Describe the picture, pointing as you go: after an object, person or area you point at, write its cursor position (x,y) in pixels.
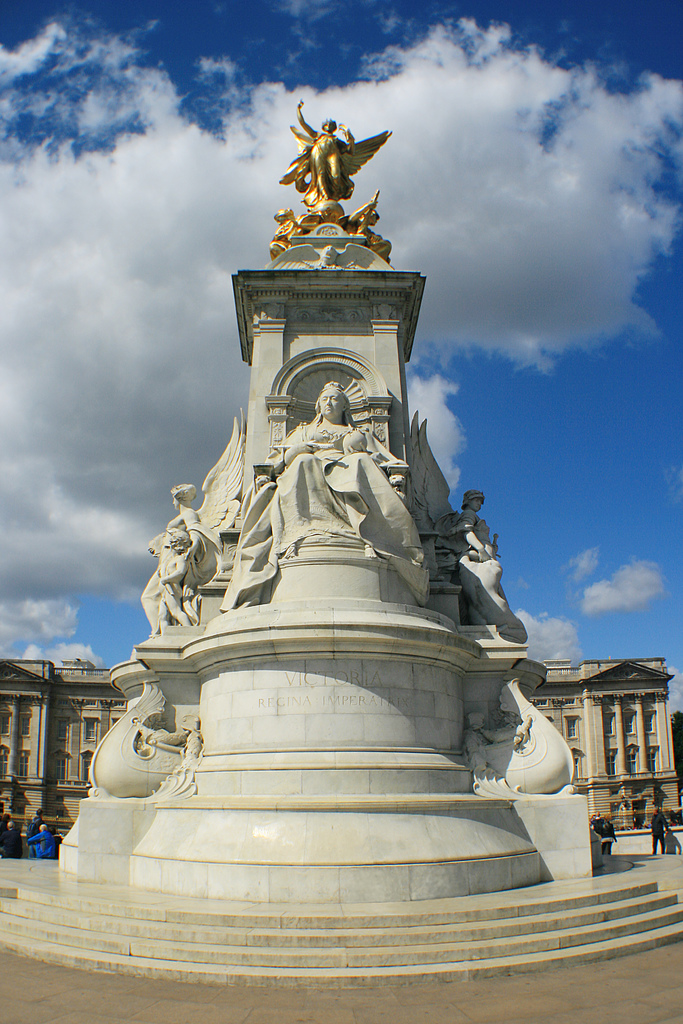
This is an outside view. Here I can see few statues (335,484) on a pillar (280,565). At the bottom (127,996), I can see the ground (157,999). In the background (622,700) there is a building (606,706) and I can see few people (36,839) on the ground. At the top of the image (241,45) I can see the sky (240,33) and clouds (107,279).
